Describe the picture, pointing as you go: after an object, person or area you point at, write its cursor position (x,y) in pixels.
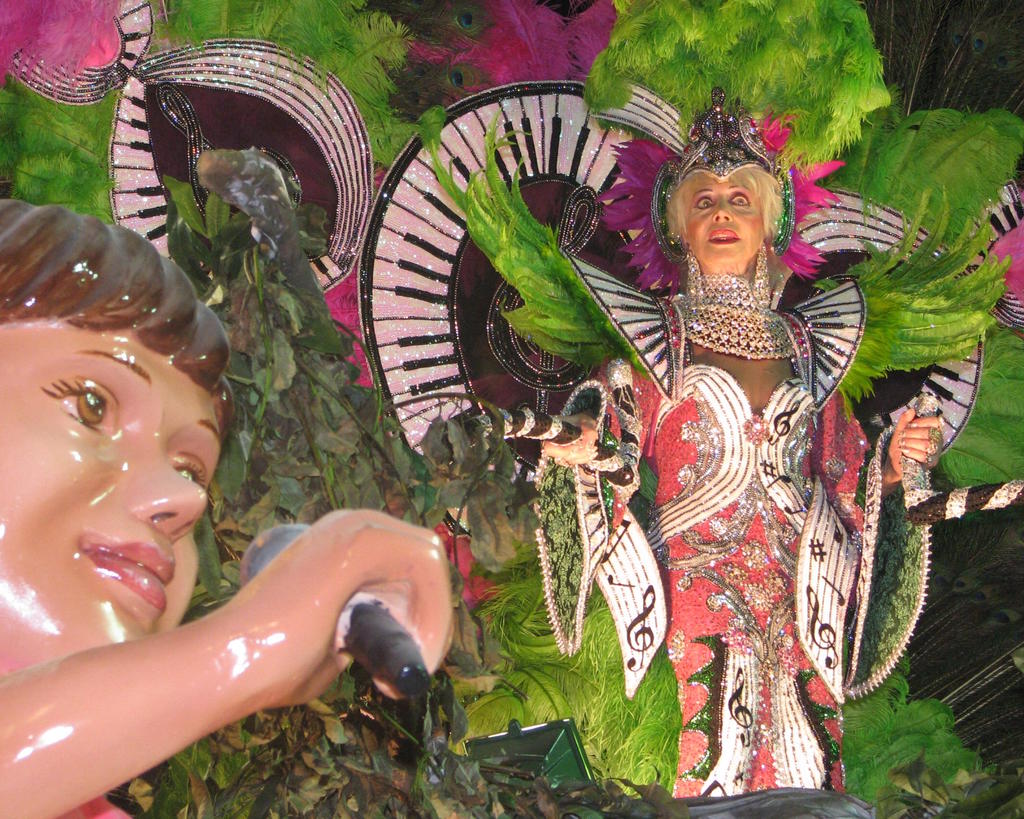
As we can see in the image is a plant (395,507), a statue (375,584) and a woman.
